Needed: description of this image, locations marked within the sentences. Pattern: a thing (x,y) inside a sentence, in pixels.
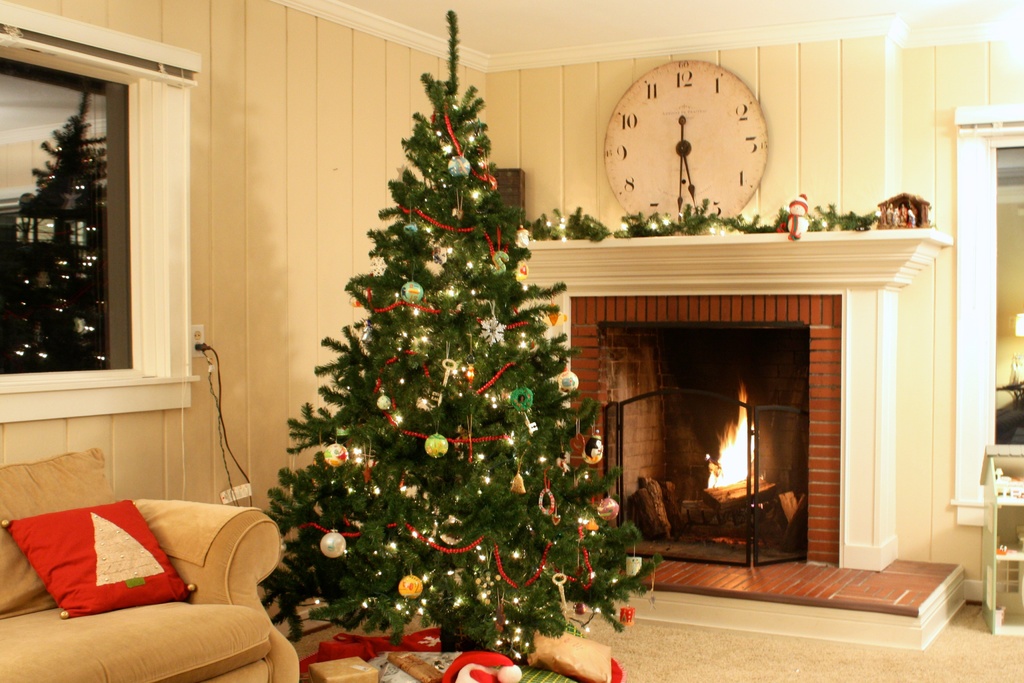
This is the picture of a room (433,532). In the middle of the image (454,410) there is a Christmas tree (453,483) there are lights (407,484) and there are objects (453,376) on the tree (480,326). On the left side of the image (170,502) there are pillows (81,528) on the sofa (154,656) and there is a window (77,261) and there is a switch board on the wall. At the back (732,217) there is a clock (603,161) and there are objects (753,219) on the wall (768,79) and there is fire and there are wooden sticks (655,521). On the right side of the image (960,484) it looks like a window (986,283) and there is an object (1015,604). At the bottom (770,656) there is a mat (783,652).
